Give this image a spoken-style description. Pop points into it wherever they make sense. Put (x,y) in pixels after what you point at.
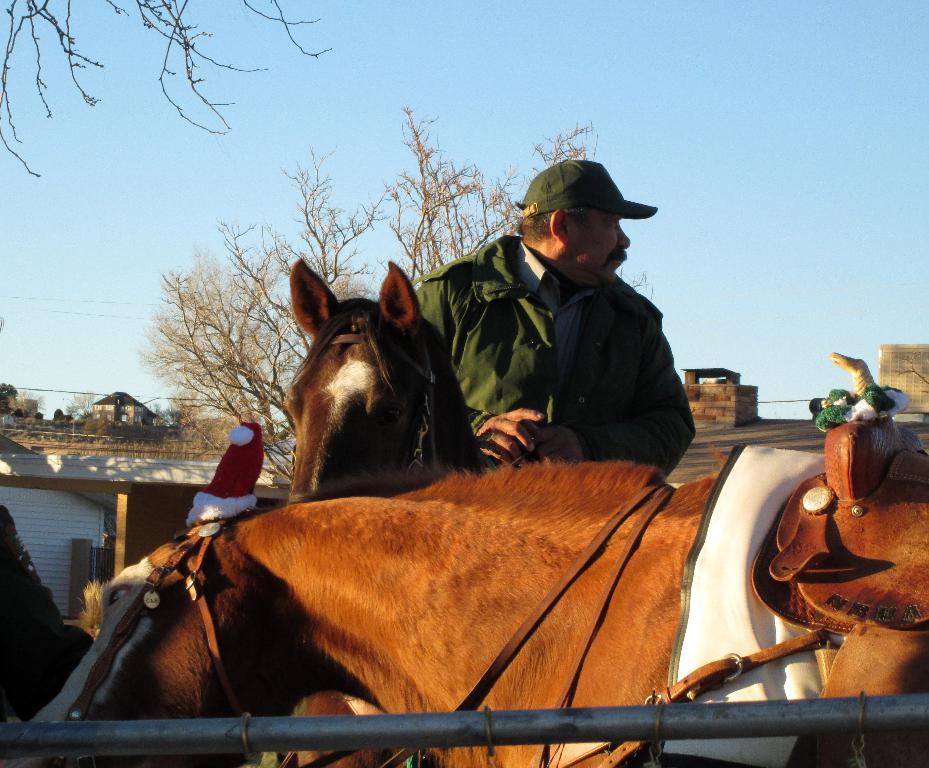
In the image we can see there are horses (530,572) which are there and there is a man (575,249) who is sitting here and he is wearing green colour jacket (582,388) and green colour cap (547,196) and behind there are trees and the sky (430,85) is clear and behind there are buildings (103,464).
